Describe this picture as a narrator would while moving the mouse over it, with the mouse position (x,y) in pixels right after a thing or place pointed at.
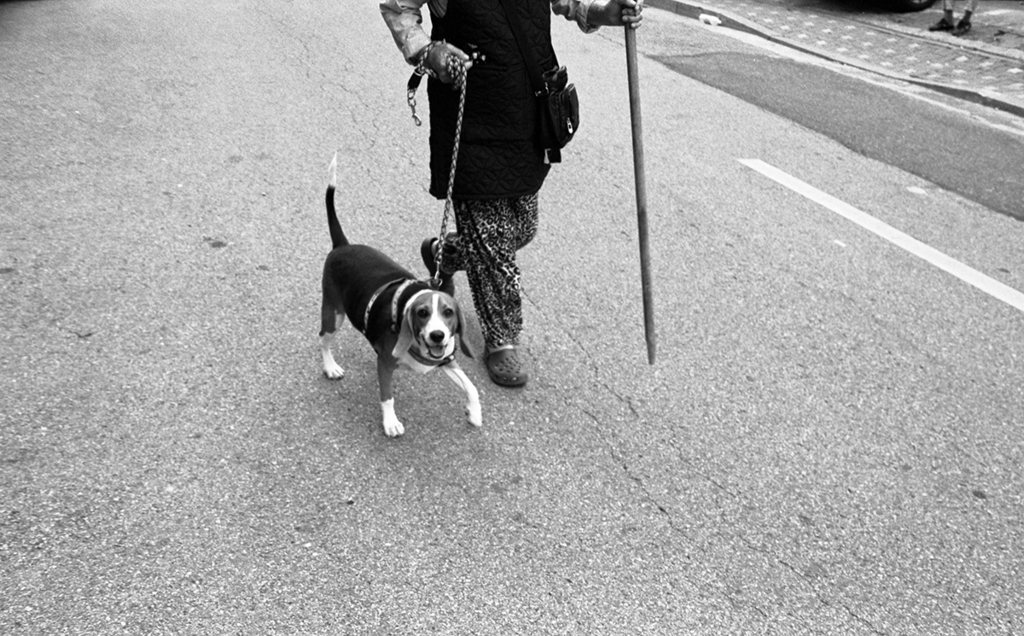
In this picture we can see a person (487,167) and a dog (441,357) walking here, the person (505,169) is holding a stick (630,44) and a chain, we can see strap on dog's neck (415,289).
